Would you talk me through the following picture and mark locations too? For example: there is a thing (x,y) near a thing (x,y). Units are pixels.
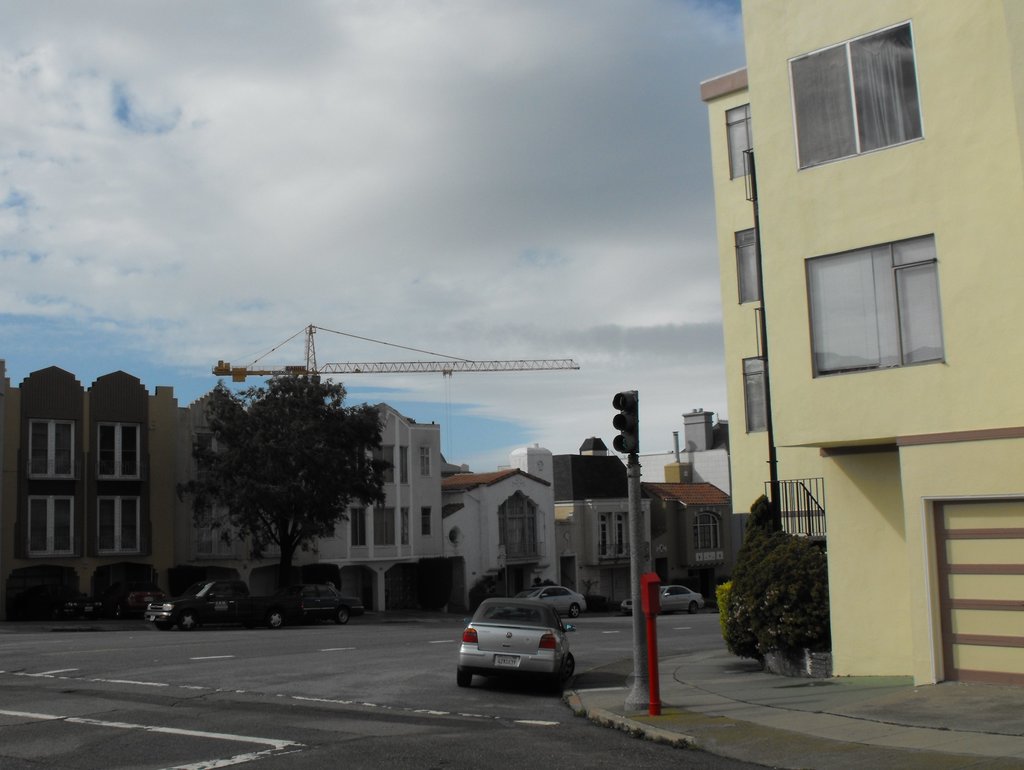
In this picture I can see buildings (865,368) and trees (289,522) and I can see few cars (493,643) and a crane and I can see a blue cloudy sky (364,271) and traffic signal lights (632,442) to the pole (639,557).
